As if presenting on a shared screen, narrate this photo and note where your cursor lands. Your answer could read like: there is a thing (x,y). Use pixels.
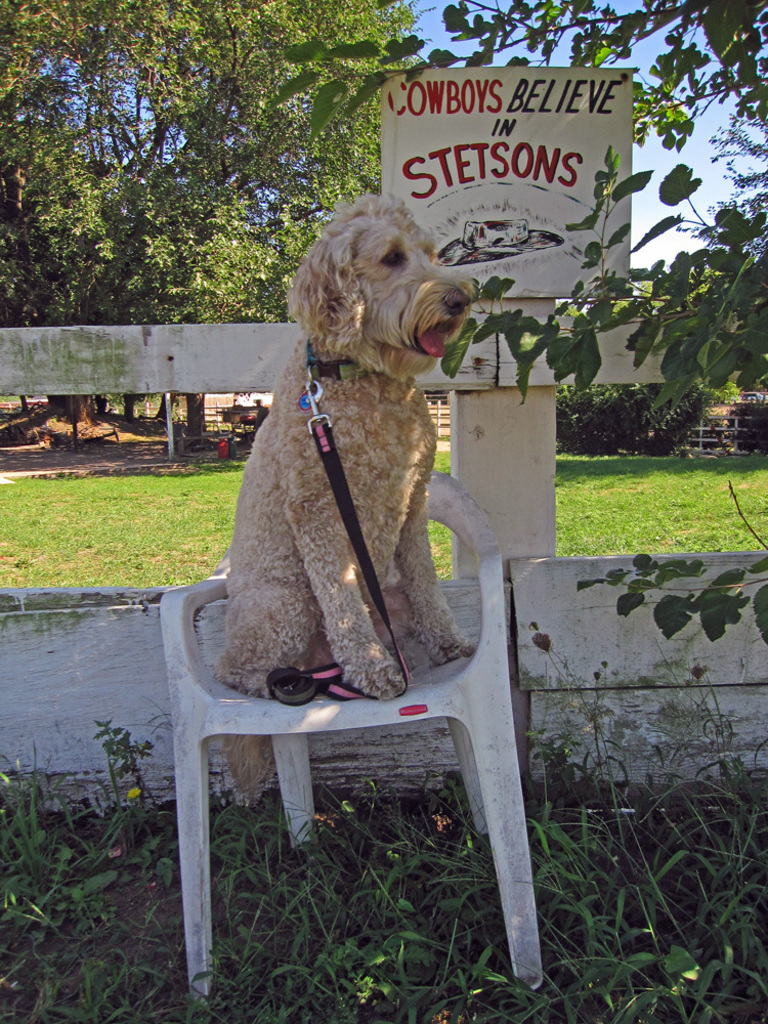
In this picture there is a dog (352,325) who is sitting on the plastic chair (485,718). On the bottom (447,874) we can see grass (565,874). Beside the dog (436,629) we can see wooden wall (609,679) and sign board (447,163). In the background (12,236) we can see trees (220,211), bench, stairs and plants (685,396). here we can see sky (666,212) and clouds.
